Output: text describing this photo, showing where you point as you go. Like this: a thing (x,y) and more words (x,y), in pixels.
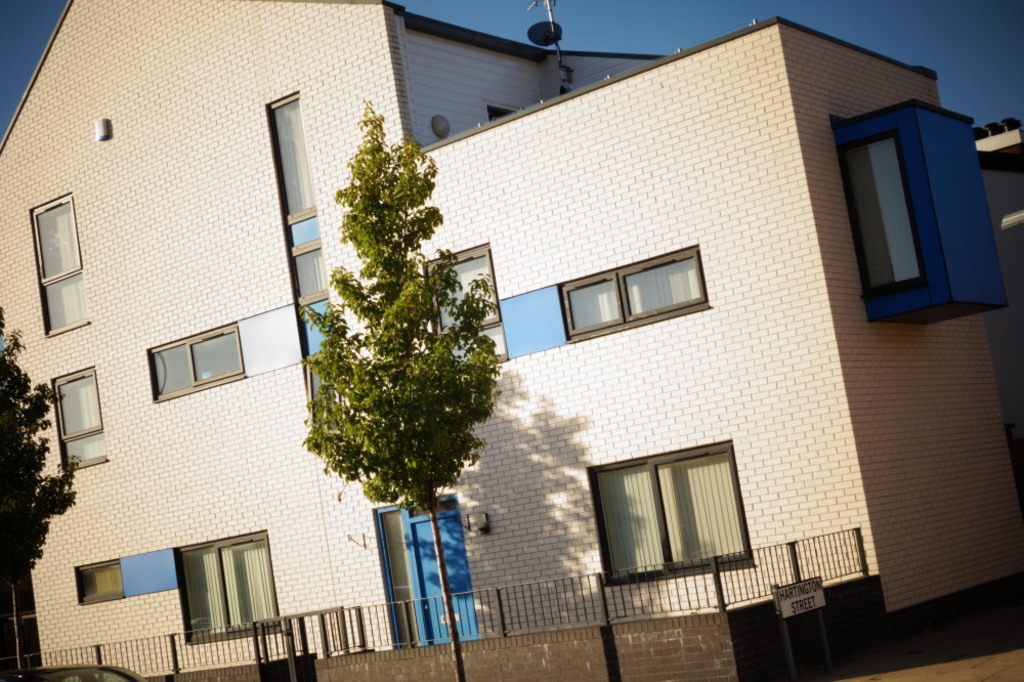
This is a pictorial design of a building (777,520) or a house (499,532). In the center of the picture (437,337) there is a tree (419,431) and to the left (17,639) there is tree (27,550). And the bottom of the left there is a vehicle (60,678). In the picture there are many windows (227,333) and a door (435,626). Sky (626,25) is visible and it is clear. There is railing (298,639) in the foreground (446,640) and a nameplate (790,604) to the right (794,600).
